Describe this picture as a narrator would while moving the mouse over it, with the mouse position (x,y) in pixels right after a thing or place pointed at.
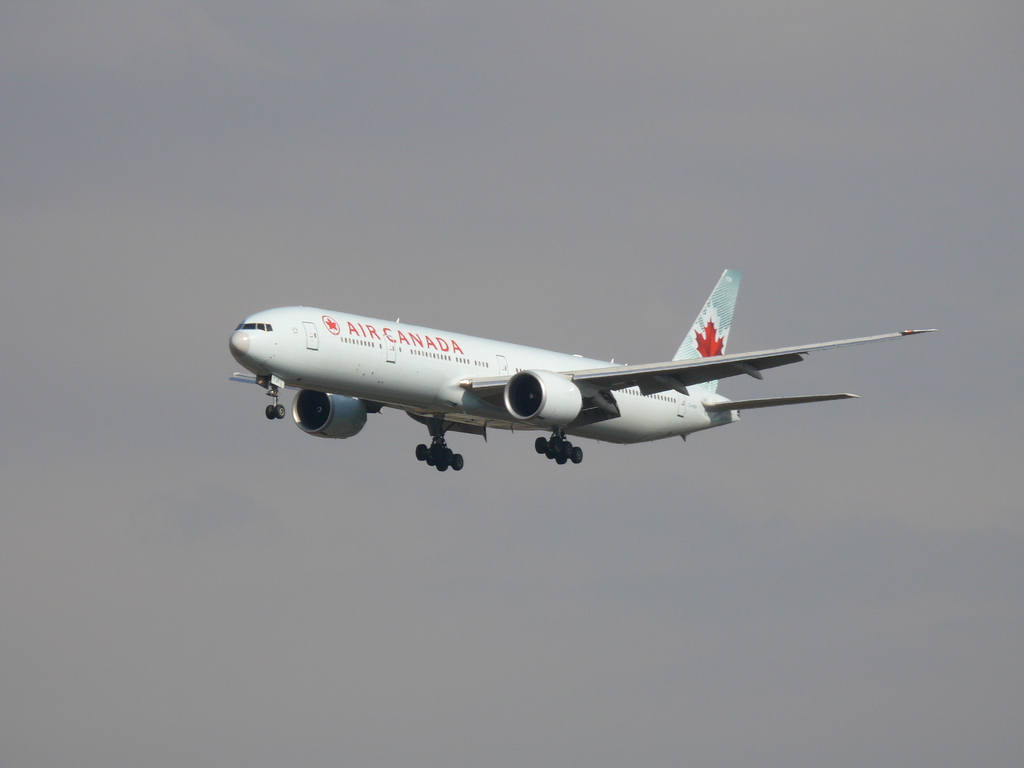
In this picture I can see there is a airplane (685,404) flying and there is something written on it and there is a logo (706,342). The sky (155,251) is cloudy.
